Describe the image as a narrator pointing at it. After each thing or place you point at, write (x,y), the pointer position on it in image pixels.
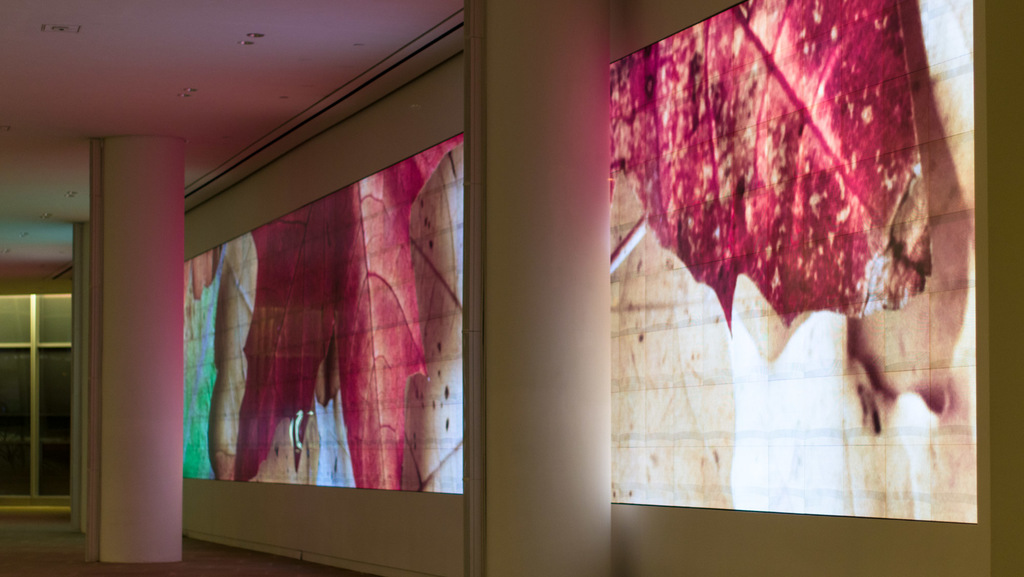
In this image I can see few pillars (533,368) which are cream in color, the ceiling (105,31), few lights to the ceiling (133,111), the wall (229,534) and I can see a huge scenery (373,263) on the wall (344,510) in which I can see few leaves (755,199) which are red, brown and green in color.
